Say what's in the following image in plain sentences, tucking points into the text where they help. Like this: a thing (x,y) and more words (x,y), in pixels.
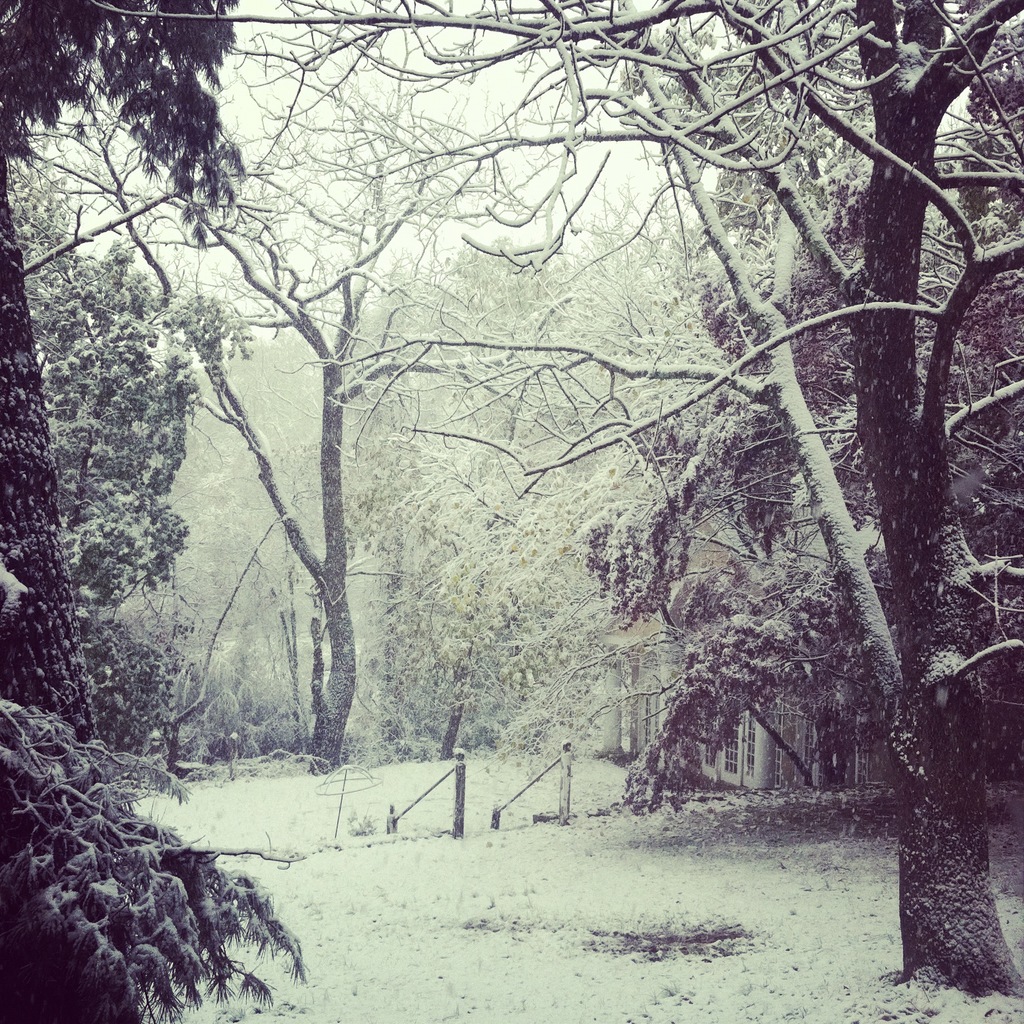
In this image I can see number of trees (583,626). I can also see snow (438,847) on ground (824,1018) and on these trees (301,403).
